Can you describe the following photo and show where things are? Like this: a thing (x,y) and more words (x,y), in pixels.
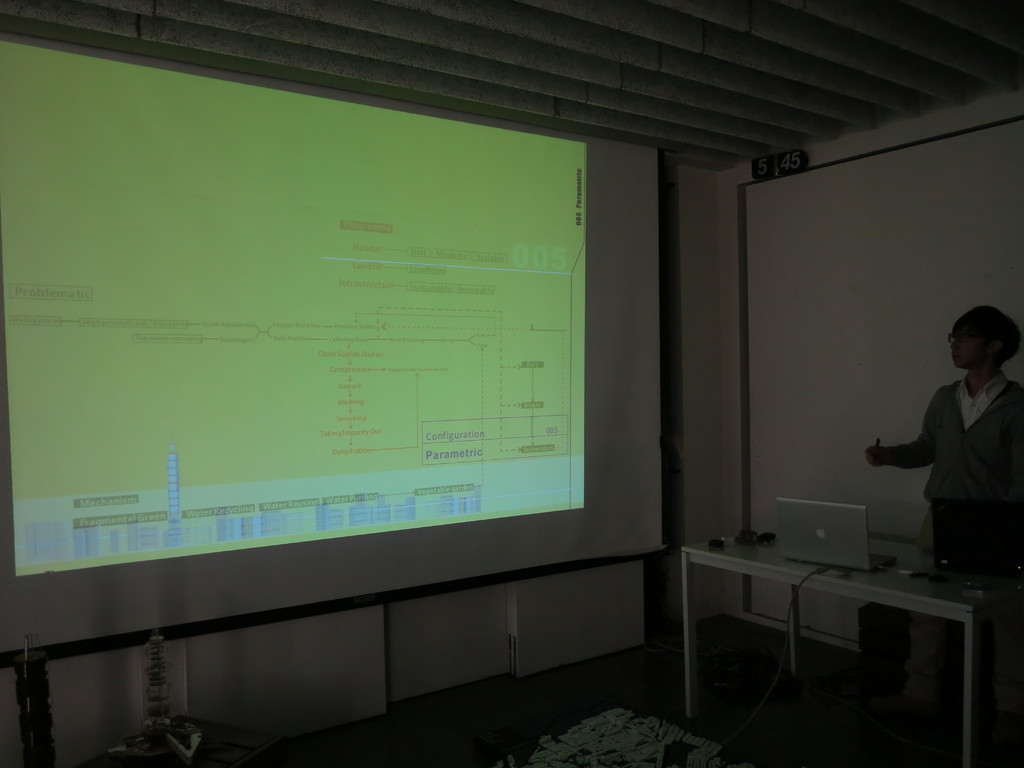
Here is a man (976,487) standing. This is a table (890,573) with a laptop (893,557) and some objects (921,573) on it. This is a screen (490,527) with some display (245,444). this is the ceiling (616,107).
